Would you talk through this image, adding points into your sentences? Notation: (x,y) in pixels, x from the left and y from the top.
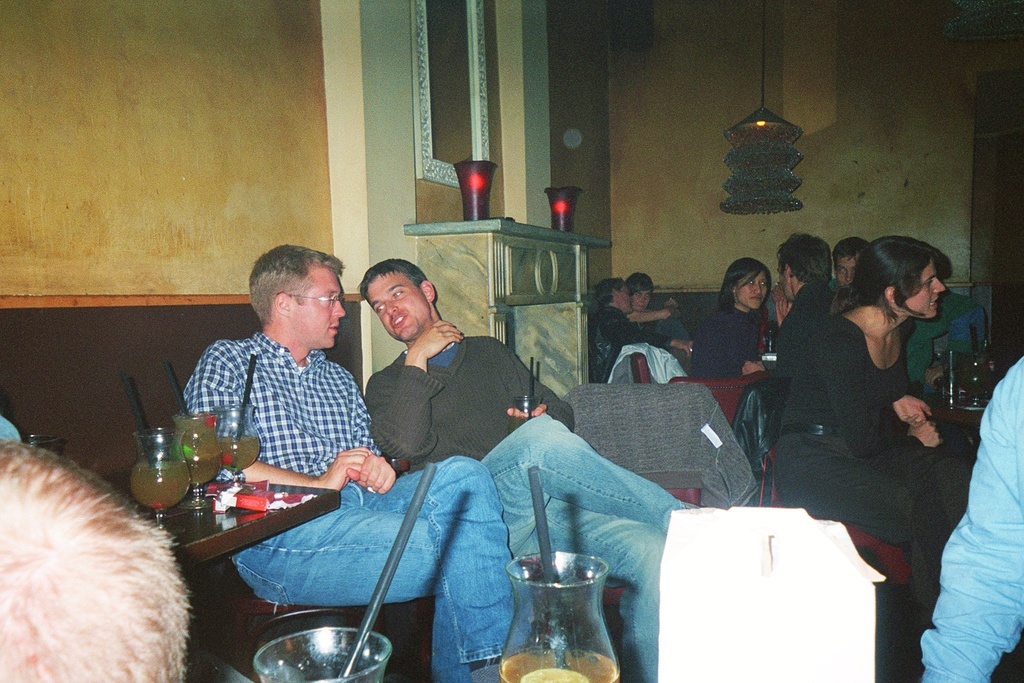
In this picture there are people (356,447) those who are sitting around the tables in the image, tables (253,523) contains glasses (518,626) on it and there are lamps (484,195) in the image.
